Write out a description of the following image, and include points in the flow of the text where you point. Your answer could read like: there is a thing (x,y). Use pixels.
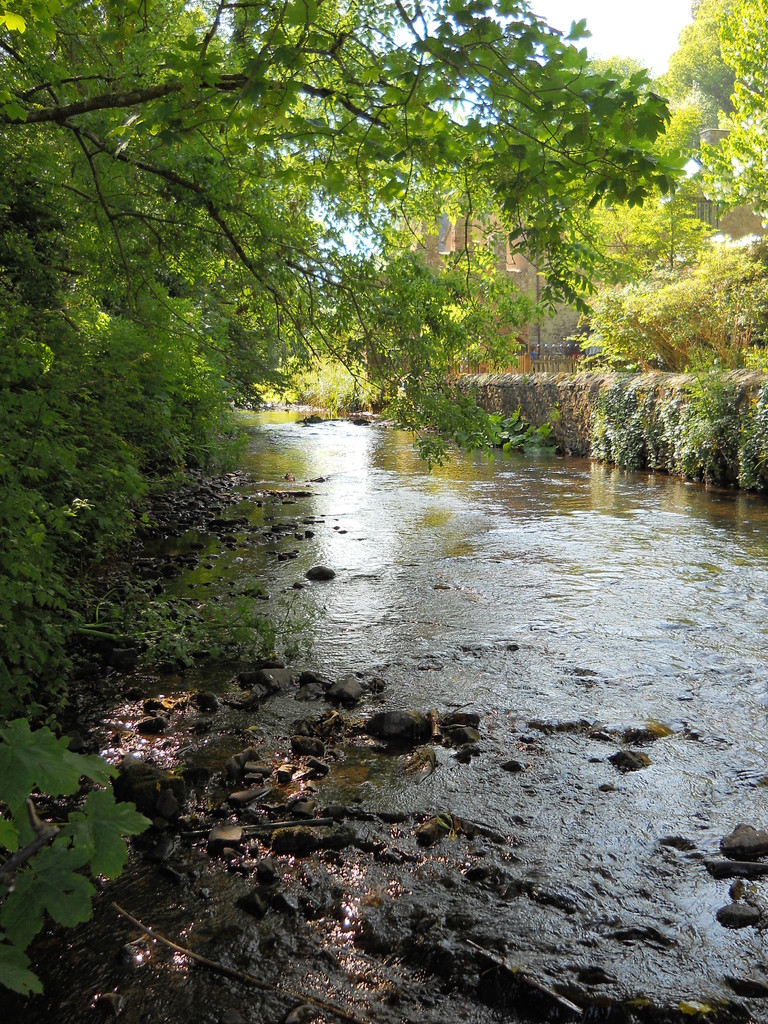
In this picture we can see one stream (533,753), beside some trees (397,257) and one building (445,232).
